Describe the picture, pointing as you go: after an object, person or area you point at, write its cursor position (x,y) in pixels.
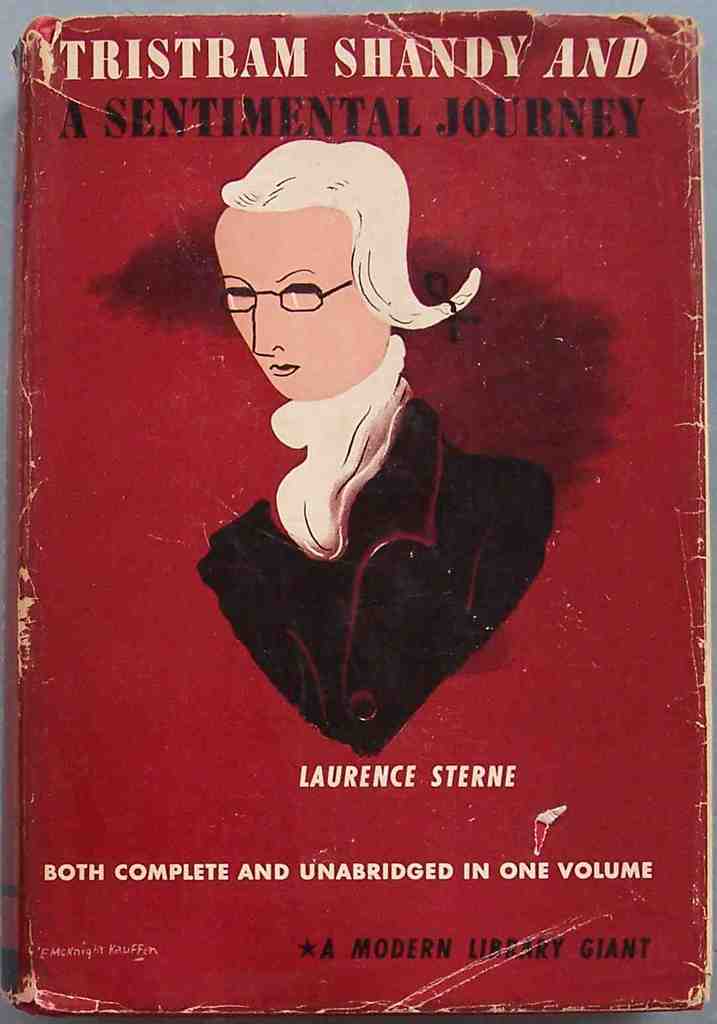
In this image we can see a cover page (423,608) of a book (418,527), with some texts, and image (322,455) in it.
